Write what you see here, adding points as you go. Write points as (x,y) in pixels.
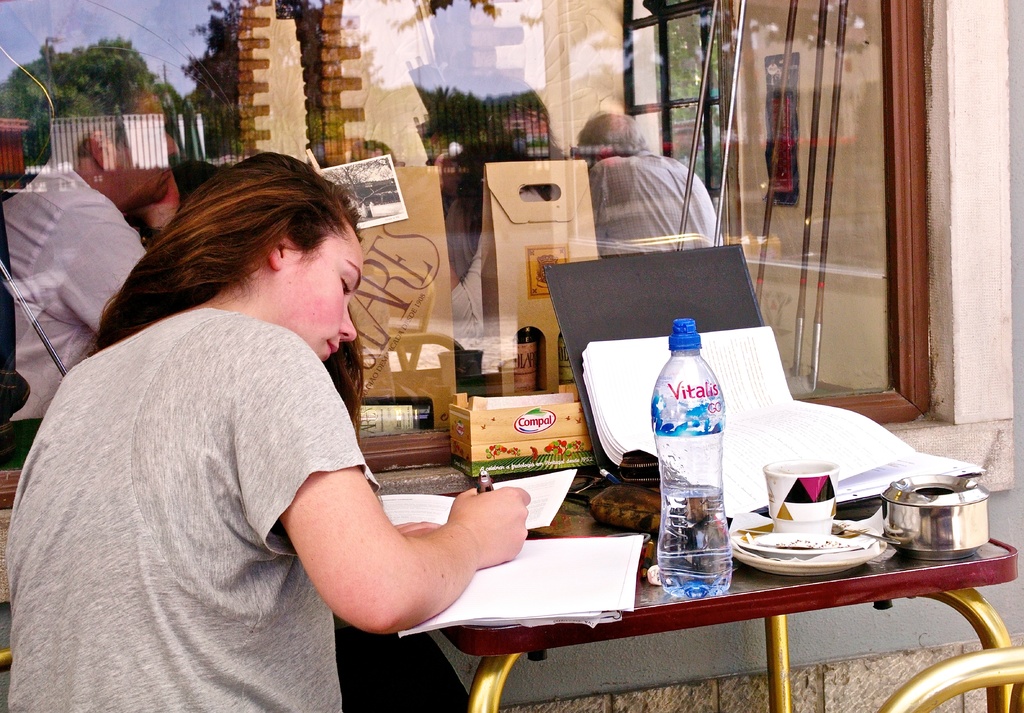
In this image I can see a woman (378,649) is writing on a paper (540,553). On this table (545,536) I can see a cup (768,489) and a water bottle (708,570). In the background (94,169) I can see few more people (67,253).
